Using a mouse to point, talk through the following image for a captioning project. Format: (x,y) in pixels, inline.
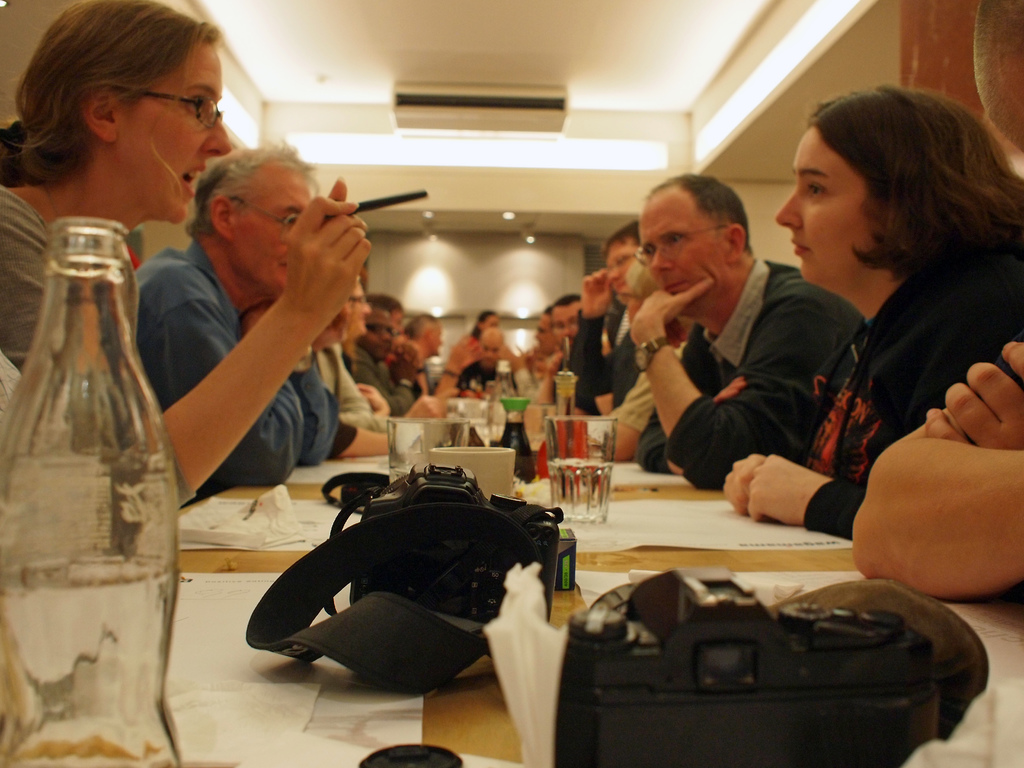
In the image we can see there are people (189,360) who are sitting on chair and in front of them there is a table (233,624) on which there is a camera (699,734), bottle (156,654), glass (592,453) and a cup (485,447) and the persons (968,318) are looking at each other.
